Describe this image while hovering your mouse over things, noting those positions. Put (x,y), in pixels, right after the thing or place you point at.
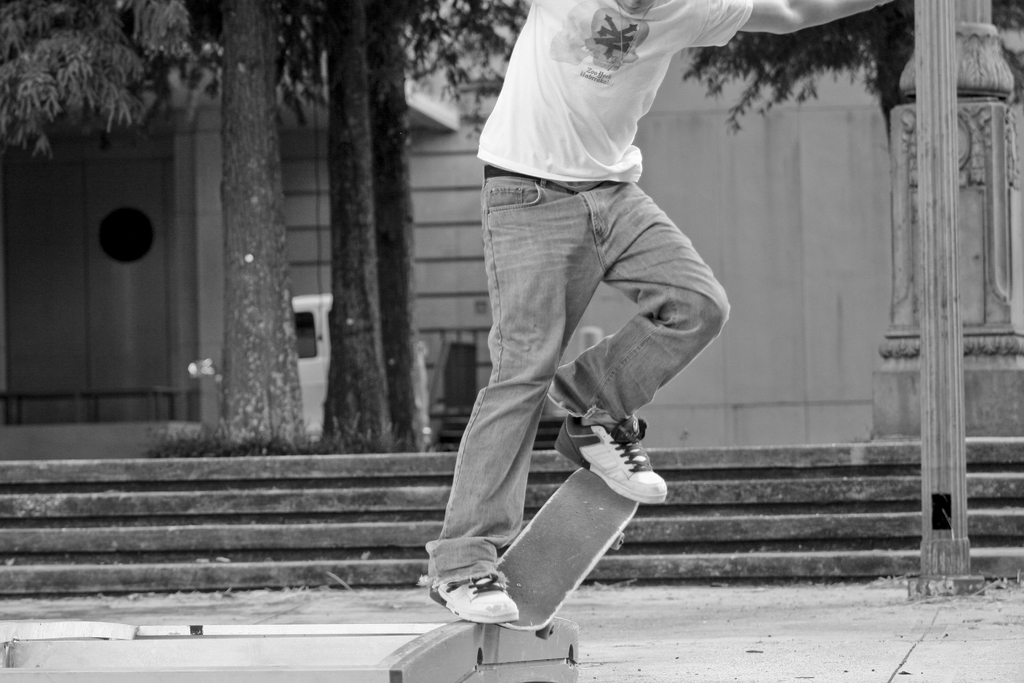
In this picture there is a man (598,248) who is doing a skateboarding. In the back (997,518) I can see the building (80,222), trees (336,331), stairs (693,453), doors (40,317) and car (318,414). On the right (985,236) I can see the pillar (995,210).
